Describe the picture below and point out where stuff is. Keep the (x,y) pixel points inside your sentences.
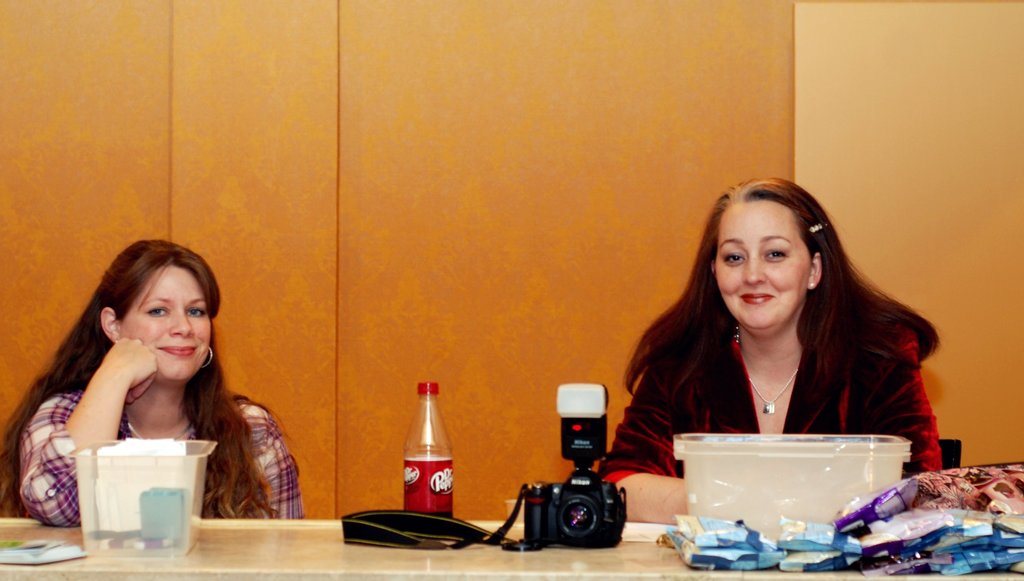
In this picture there are two ladies (783,284) sitting on the chairs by resting their hands (120,371) on the wooden table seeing at the front side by smiling, there is a cool drink bottle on the table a camera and snacks wrappers (698,536).
